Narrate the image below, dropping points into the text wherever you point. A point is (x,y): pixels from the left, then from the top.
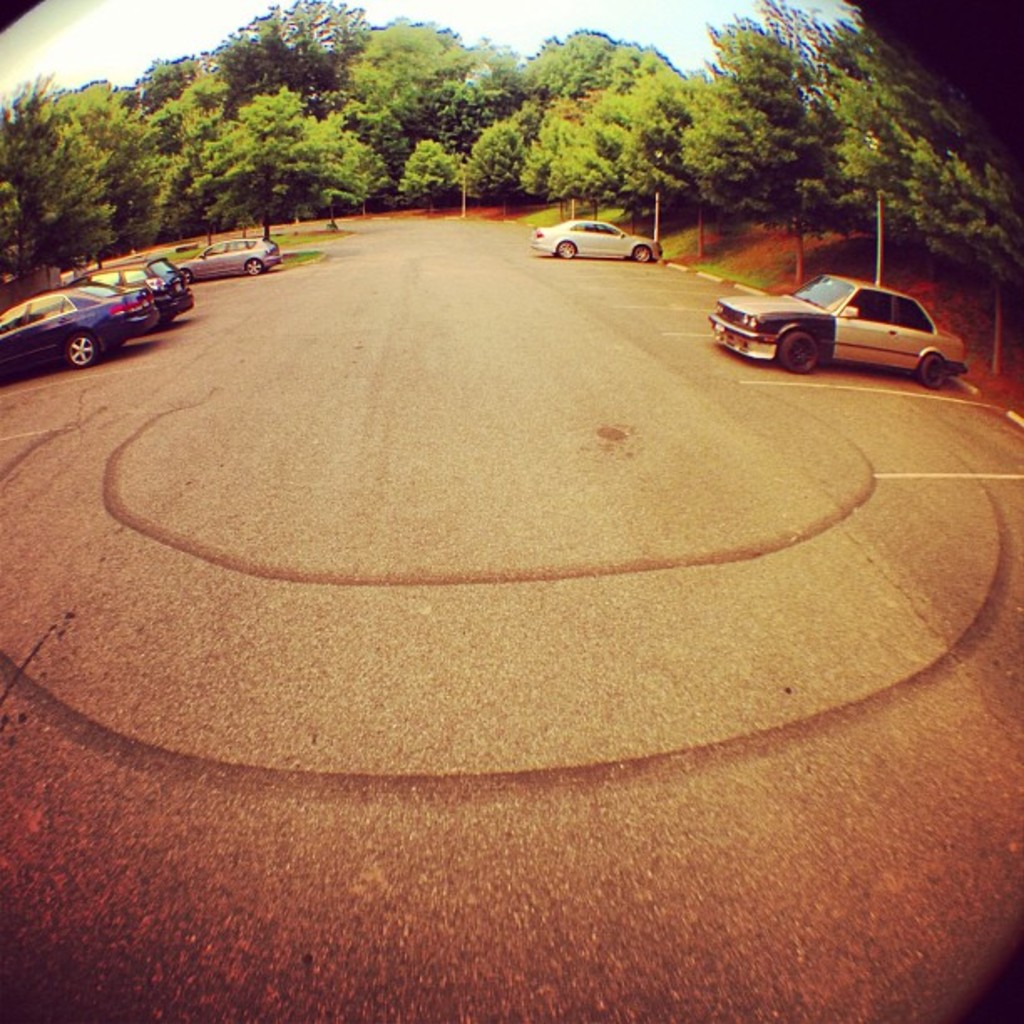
This image consists of cars (48,319) which are parked on the road (508,773). At the bottom (408,784), we can see a road (470,778). In the background (641,156), there are trees (711,164). At the top (676,53), there is sky (648,39).
